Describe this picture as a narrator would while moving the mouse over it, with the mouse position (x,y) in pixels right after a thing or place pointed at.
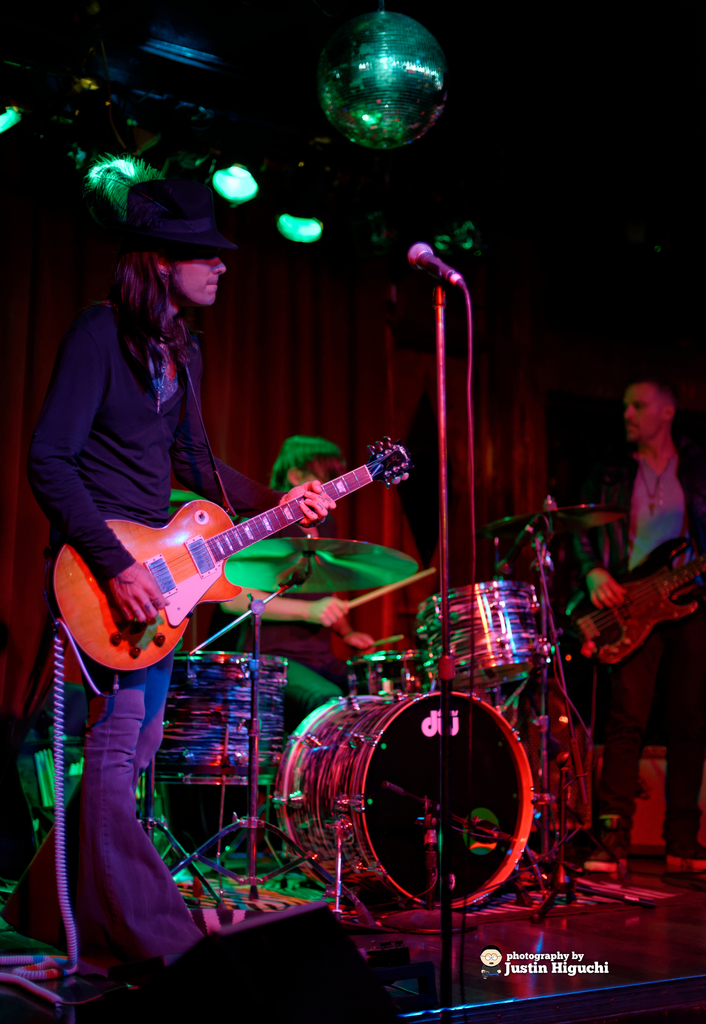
This picture describes about three musicians (158,403) the left side person (143,509) is playing guitar (145,537), the middle person (277,599) is playing drums (364,748) and the right side person (678,537) is playing guitar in front of microphones (443,415), in the background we can see some lights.
